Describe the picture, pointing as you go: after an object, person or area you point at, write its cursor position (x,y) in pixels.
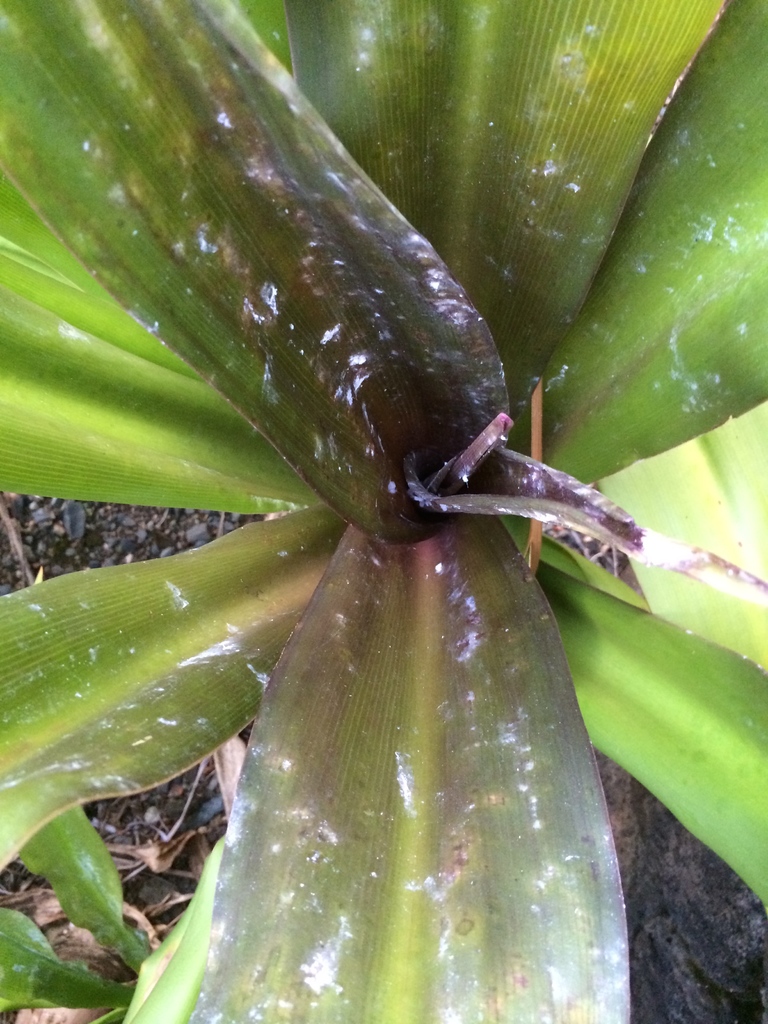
This image consists of a plant (424,461). The leaves (256,798) are in green color. At the bottom (706,870), there is ground (713,863).
